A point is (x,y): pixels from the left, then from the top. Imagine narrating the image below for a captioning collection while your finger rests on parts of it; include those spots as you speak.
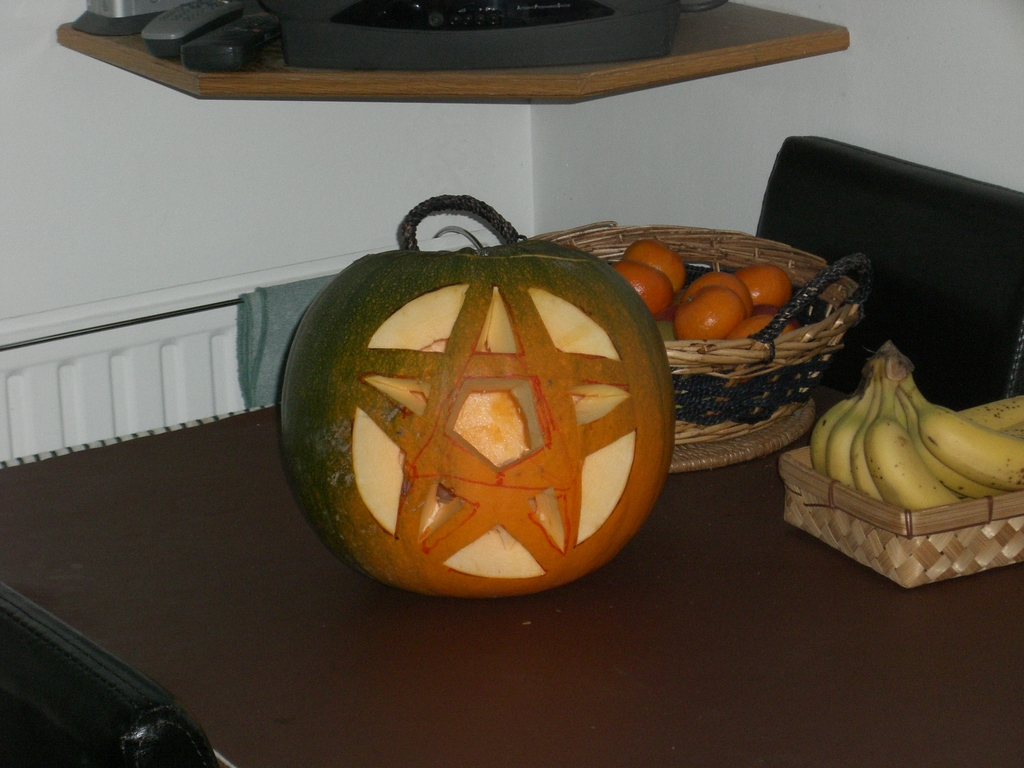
In this picture, there is a table (422,745) which is in black color, on that table (141,551) there is a yellow color box (898,553), in that there are some bananas (896,474) kept which are in yellow color, there are some fruits (702,320) kept on the table (736,491), in the background (249,193) there is a white color wall (52,289).
